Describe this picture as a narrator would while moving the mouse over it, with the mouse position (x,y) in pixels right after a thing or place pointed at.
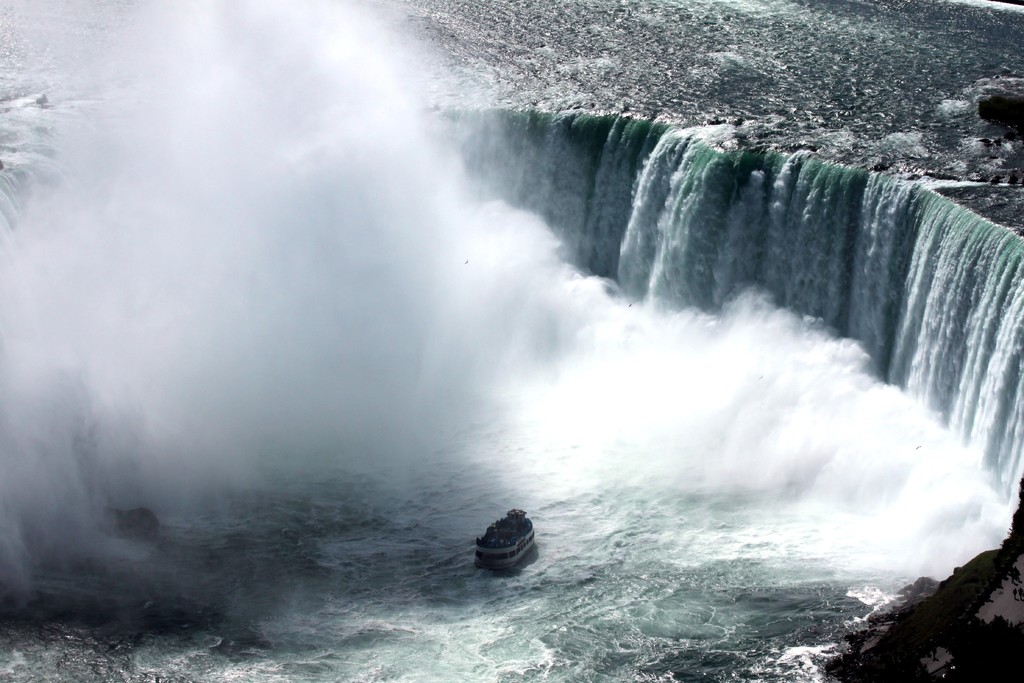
In this image we can see a ship (503,534) on the water (499,589) and waterfalls (495,153) in the background (758,347).
